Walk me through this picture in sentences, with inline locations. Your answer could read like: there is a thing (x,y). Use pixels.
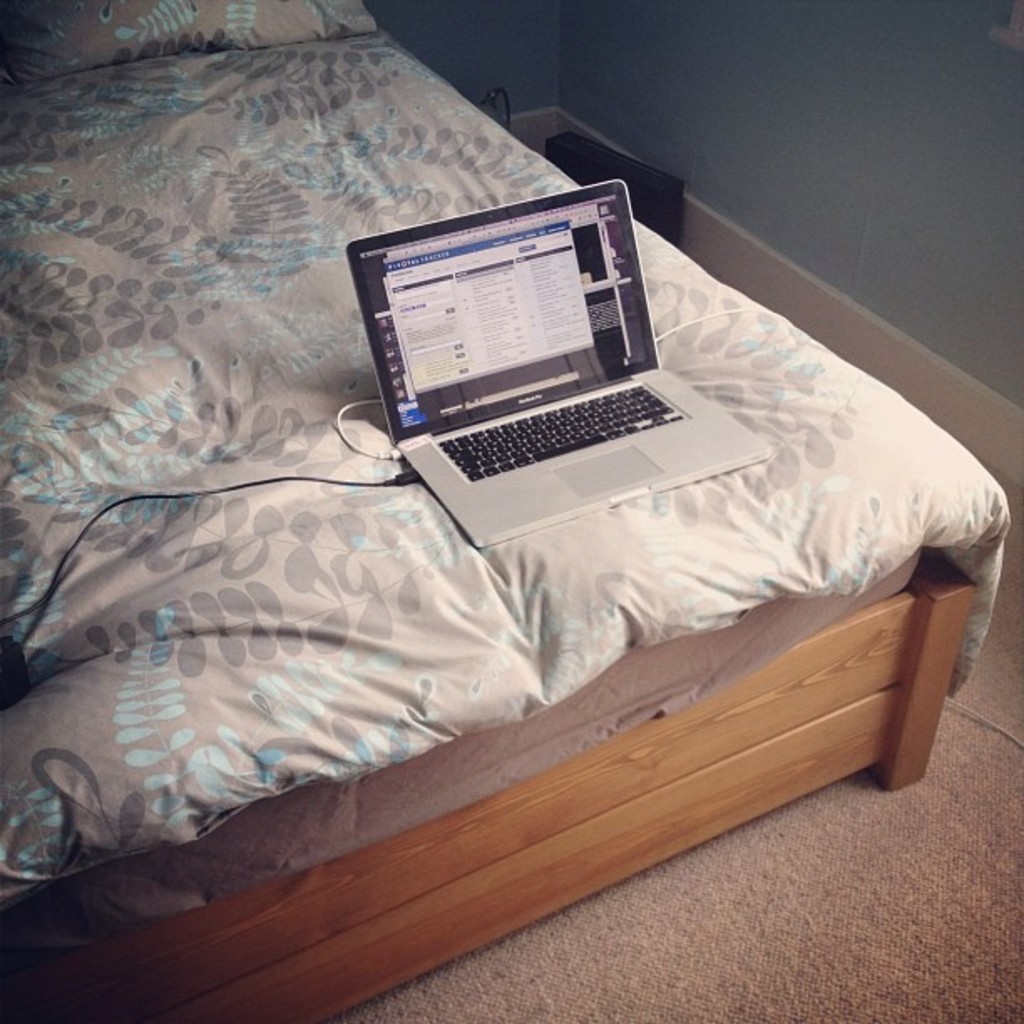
A laptop (567,348) with wires (235,487) is kept on the bed (650,531). Bed (610,535) is on a cot (695,719). In the background (817,278) there is a wall (797,93). On the floor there is a carpet (911,902).
